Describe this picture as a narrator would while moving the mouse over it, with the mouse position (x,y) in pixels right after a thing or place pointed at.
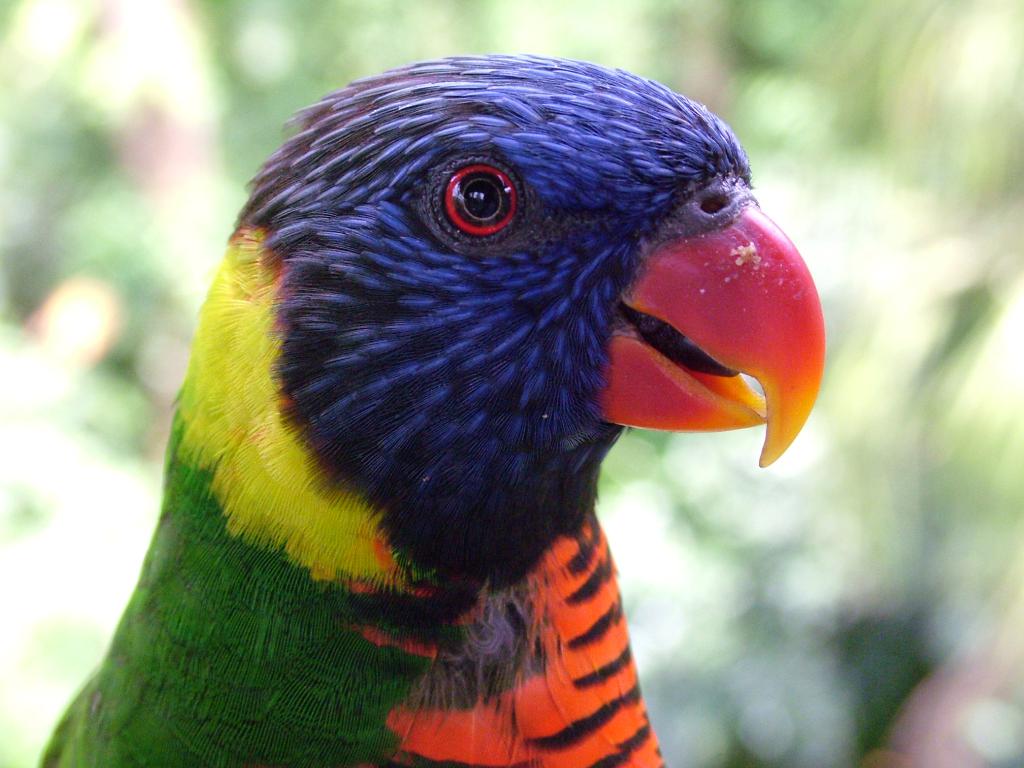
In this image we can see a bird (517,330).
